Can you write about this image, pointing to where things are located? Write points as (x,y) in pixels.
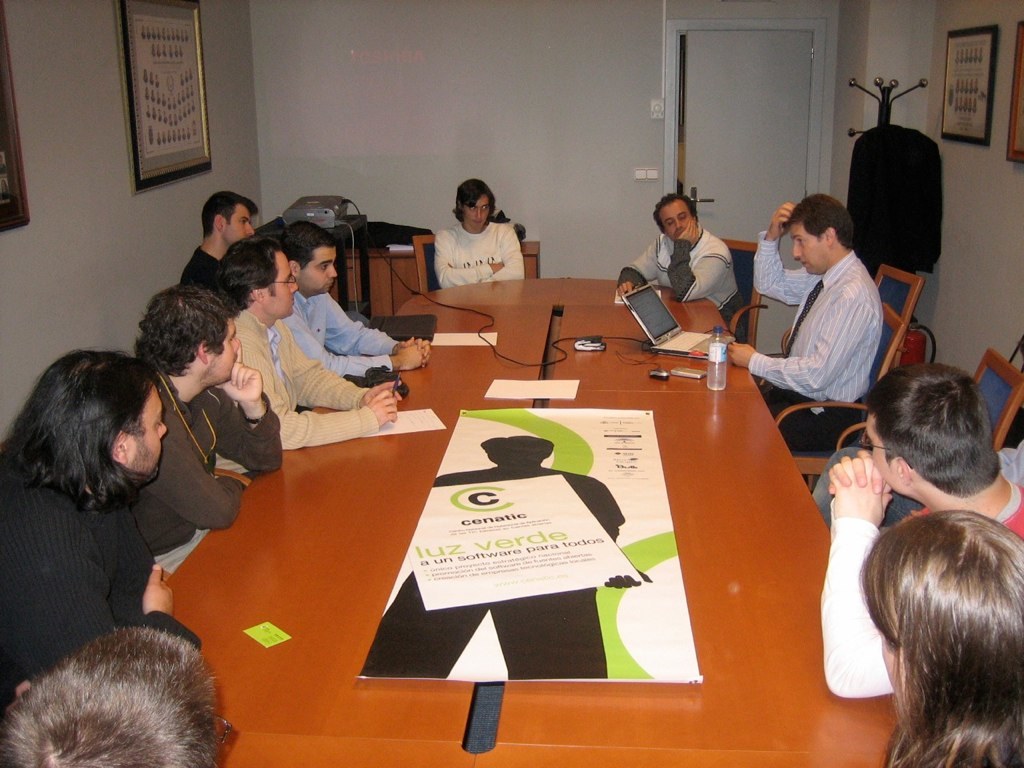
In this image, there are a few people (823,330) sitting. We can also see a table (681,510) with some objects (646,301) like a bottle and some posters (597,465). We can also see a device (317,214) with the wire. We can see the wall (443,205) with some frames (197,40). We can also see a door (703,22) and a black colored object (896,130). We can also see a cylinder (907,334).
